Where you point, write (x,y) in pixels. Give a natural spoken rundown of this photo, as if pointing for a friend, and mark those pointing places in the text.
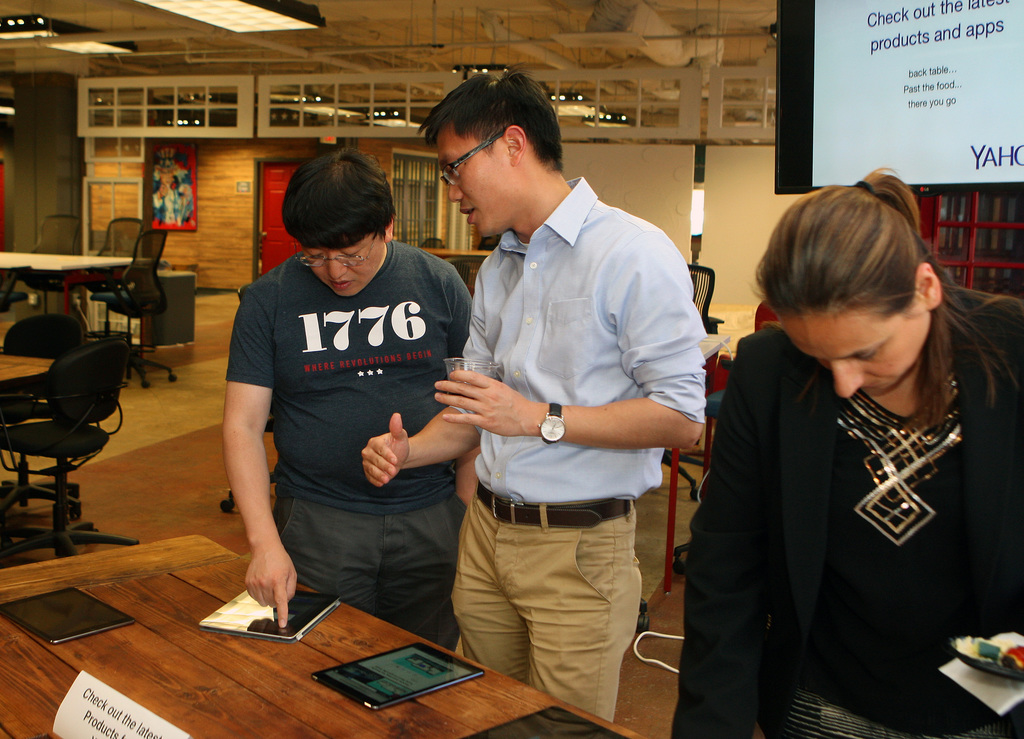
In this image we can see three persons (715,511) standing in front of a table (425,735). one person (554,487) is wearing the blue shirt (553,330) is holding a glass (463,389) in his hand (500,429). Two persons (407,387) are wearing spectacles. On the table (477,729) we can see four mobile tablets (435,686) placed on it. In the background (87,409), we can see a group of chairs (101,340), tables (75,274), a door (259,206) and a screen (935,96) and some lights (233,25).
